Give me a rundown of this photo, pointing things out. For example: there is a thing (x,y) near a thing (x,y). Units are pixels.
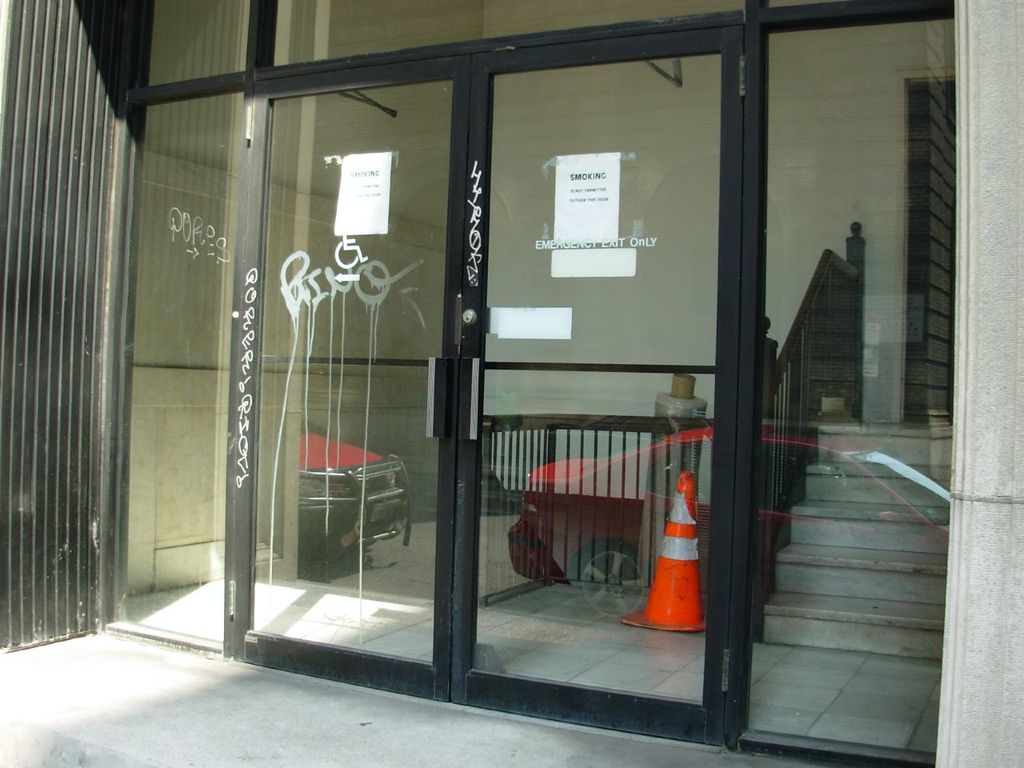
In this image I can see the glass doors (533,224) through which I can see a traffic pole (695,624) which is orange and white in color, few stairs (903,432), a black colored railing (768,483) and the white colored wall (792,153) and on the glasses (624,642) I can see the reflection (787,442) of two vehicles (564,519) which are red in color on the road (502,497).
